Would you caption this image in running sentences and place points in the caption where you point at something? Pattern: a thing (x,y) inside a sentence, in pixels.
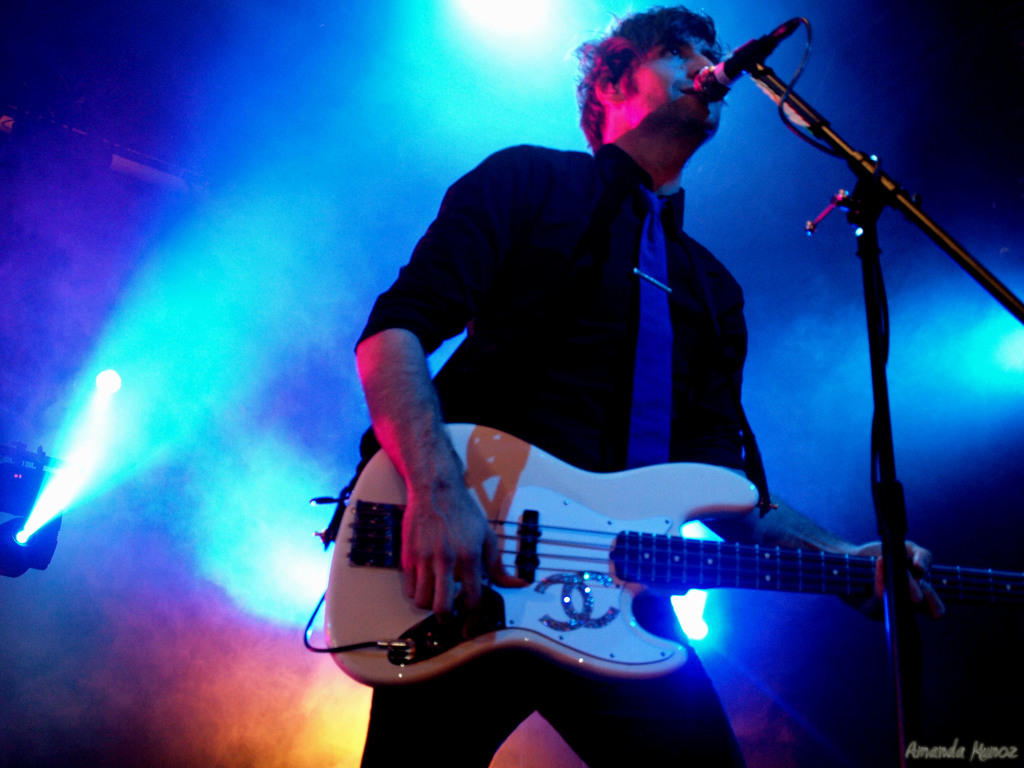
In this image I can see a person (516,249) standing in front of the mic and holding a guitar (712,548). And this person (644,249) is wearing black shirt (694,263) and a tie (661,345). In the background (132,480) there are lights (10,465) and smoke (207,394).
